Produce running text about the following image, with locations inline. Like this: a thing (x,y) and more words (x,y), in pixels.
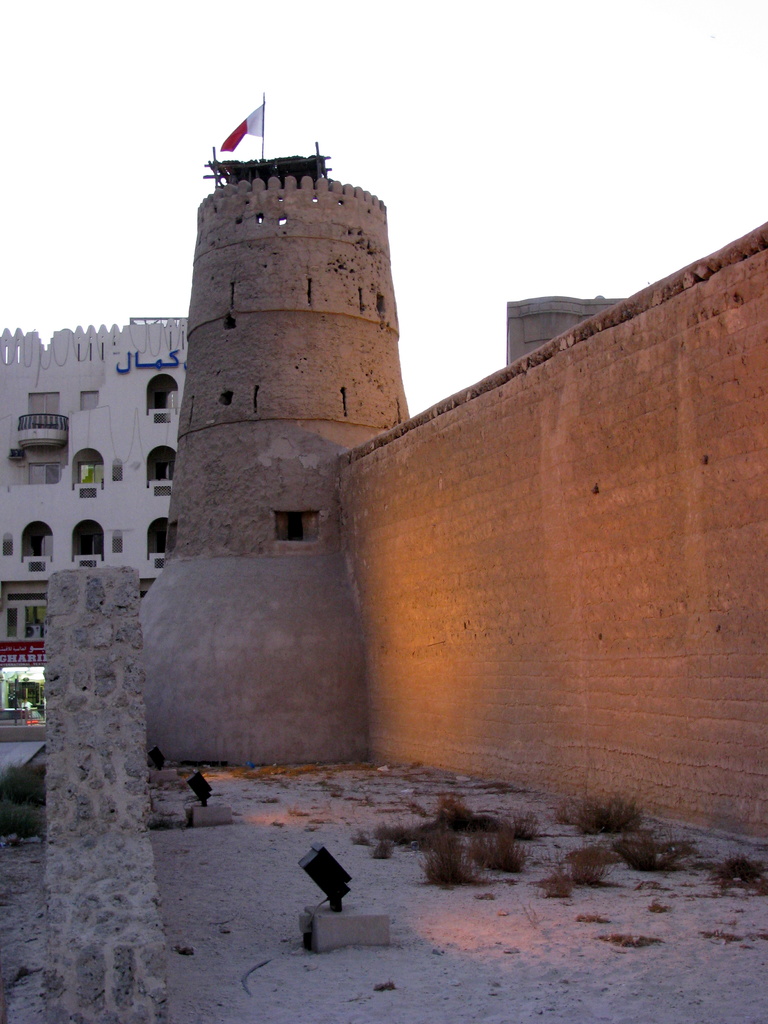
In this image, we can see a wall (380,496) and there is a circular pillar (317,386), there is a flag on the pillar (259,257), at the left side (86,903) there is a small pillar (94,815), in the background (86,430) there is a building (113,403), at the top (78,106) there is a sky (219,67).
